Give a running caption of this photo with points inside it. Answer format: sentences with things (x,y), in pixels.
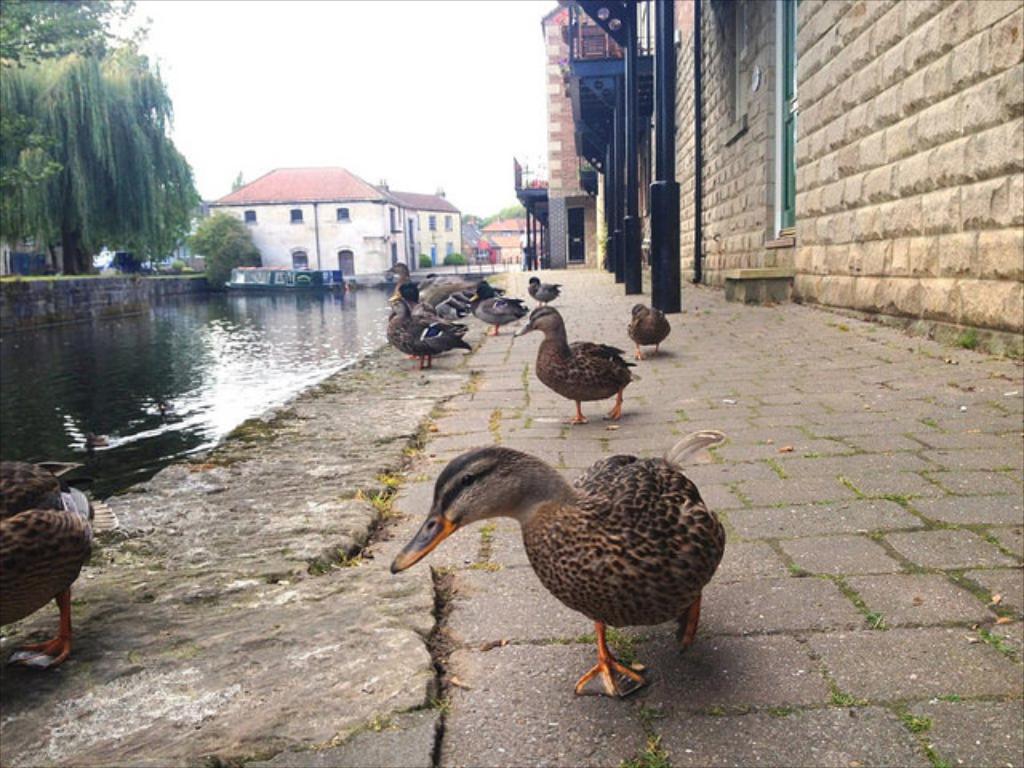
In this Image I can see few birds (450,504) which are in brown and black color. To the side I can see the water (184,348) and trees (128,165). To the right (838,203) there are poles (671,128) and the wall (768,103). In the back (423,242) I can see the house (365,226) and also the sky (361,43).
